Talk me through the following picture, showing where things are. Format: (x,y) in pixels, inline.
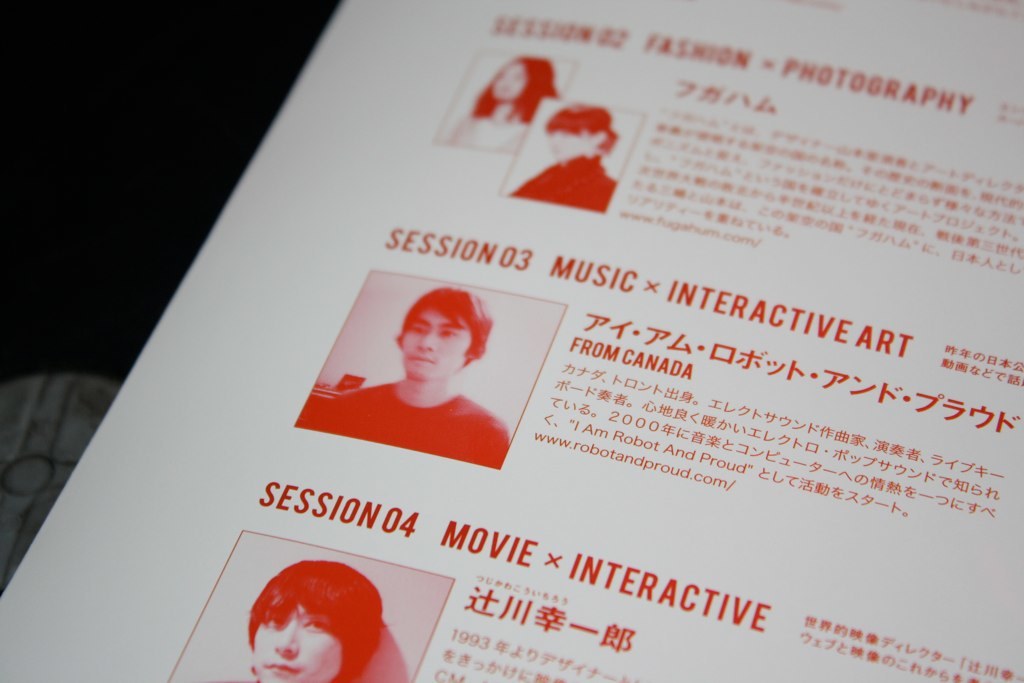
In the image there is a paper (980,101). On paper (1003,244) there are few images (510,307) and also there is something written on it.
